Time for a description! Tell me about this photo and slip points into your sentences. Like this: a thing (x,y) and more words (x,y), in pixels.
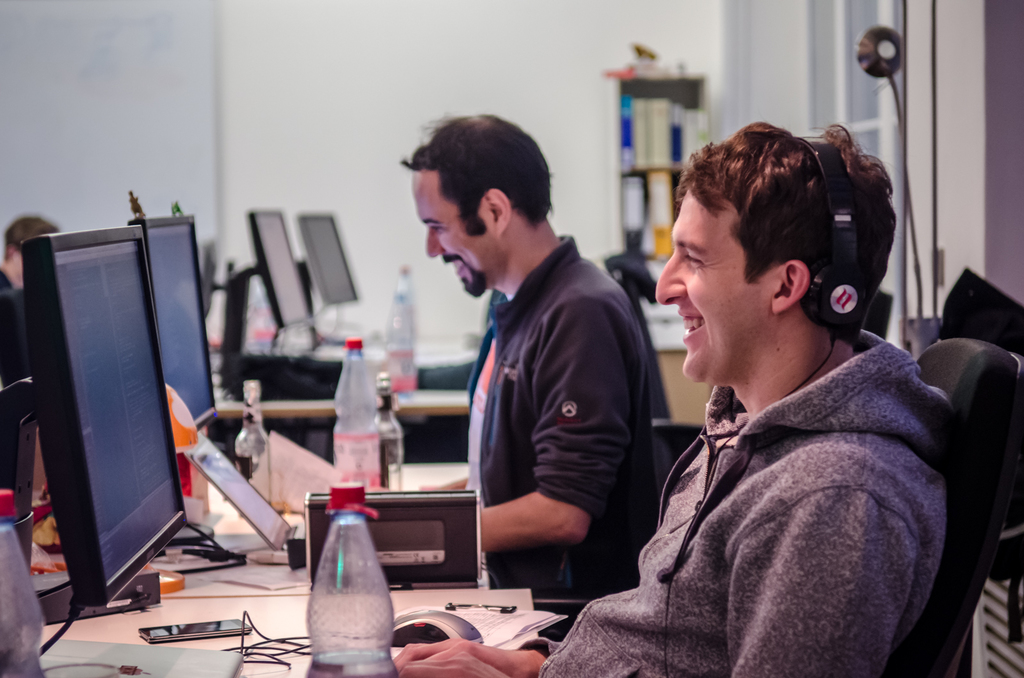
In the bottom left corner of the image (10,568) we can see a table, on the table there are some bottles (345,370), mobile phones (160,635), wires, screens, papers (285,572) and pens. In the bottom right corner of the image (687,606) two persons (562,287) are sitting and smiling. At the top of the image (594,190) there is wall (343,3).
